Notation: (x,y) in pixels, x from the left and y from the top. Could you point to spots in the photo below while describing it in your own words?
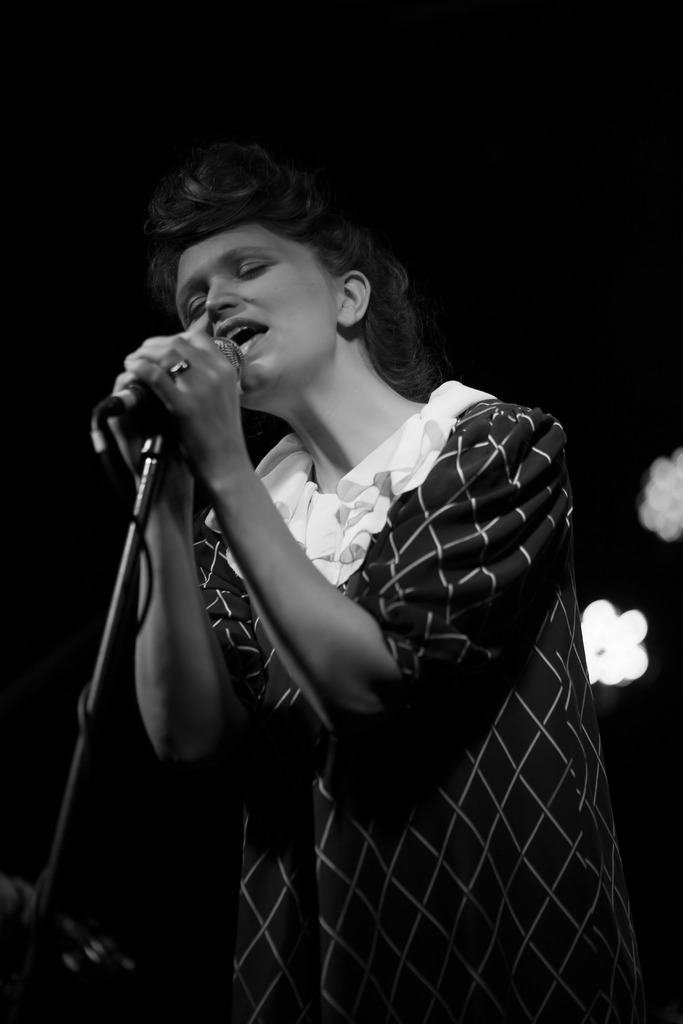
This is a black and white picture, there is a woman (354,357) in the middle (287,528) singing on mic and behind there are lights (638,657) visible.
